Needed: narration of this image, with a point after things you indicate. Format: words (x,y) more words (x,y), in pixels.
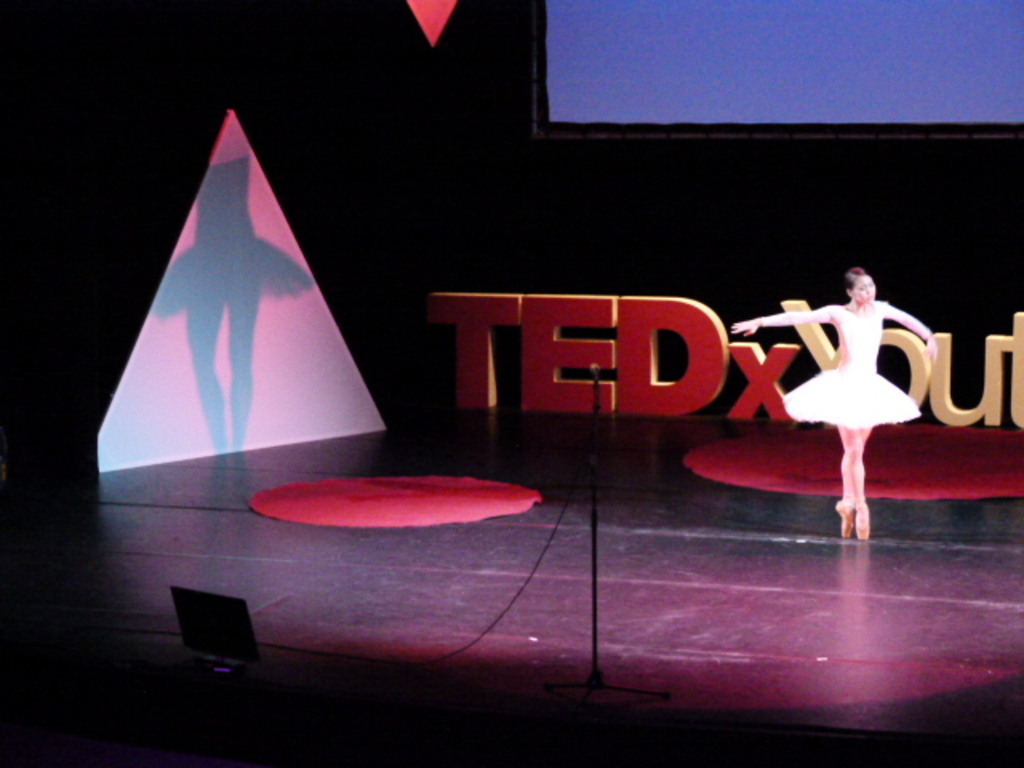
This picture is taken inside the room (500,410). In this image, on the right side (835,380), we can see a woman (839,393) dancing. On the left side (181,266), we can also see a shadow (191,277) of a woman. In the background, we can see a screen (831,107) and some text (965,420). At the bottom (206,623), we can see a monitor (192,623), a microphone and a floor (884,657).
